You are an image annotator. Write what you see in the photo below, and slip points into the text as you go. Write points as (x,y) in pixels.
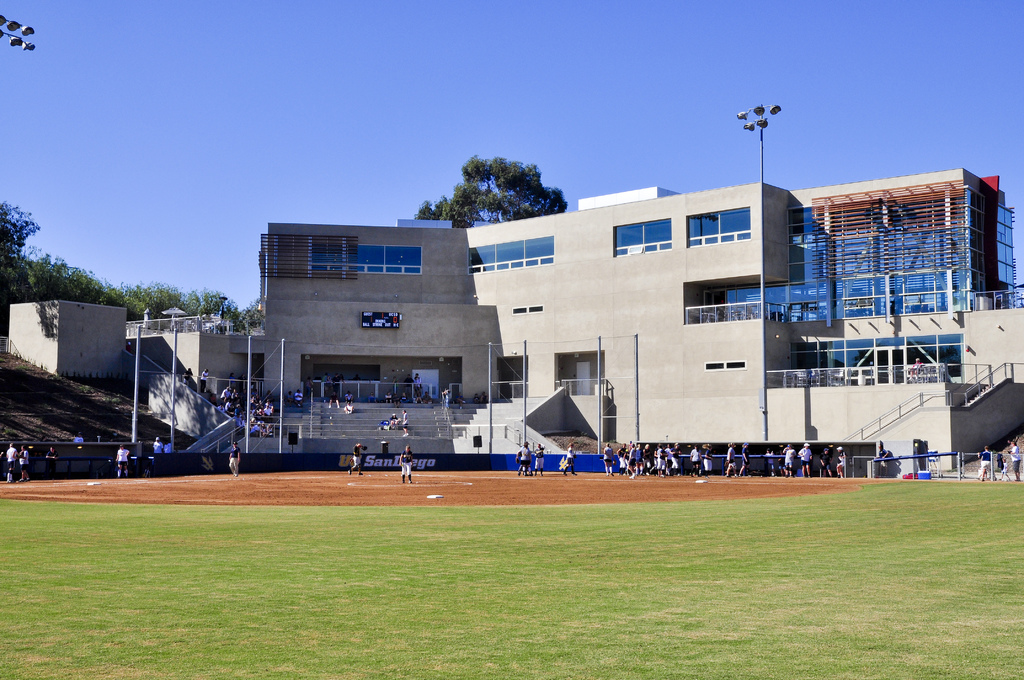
In this image I can see at the bottom (372,591) there is the grass (360,577), in the middle (604,450) few people (827,473) are playing the game. In the background (457,267) there are buildings (421,271) and trees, there are lights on either side of this image. At the top (455,66) there is the sky (451,88).
